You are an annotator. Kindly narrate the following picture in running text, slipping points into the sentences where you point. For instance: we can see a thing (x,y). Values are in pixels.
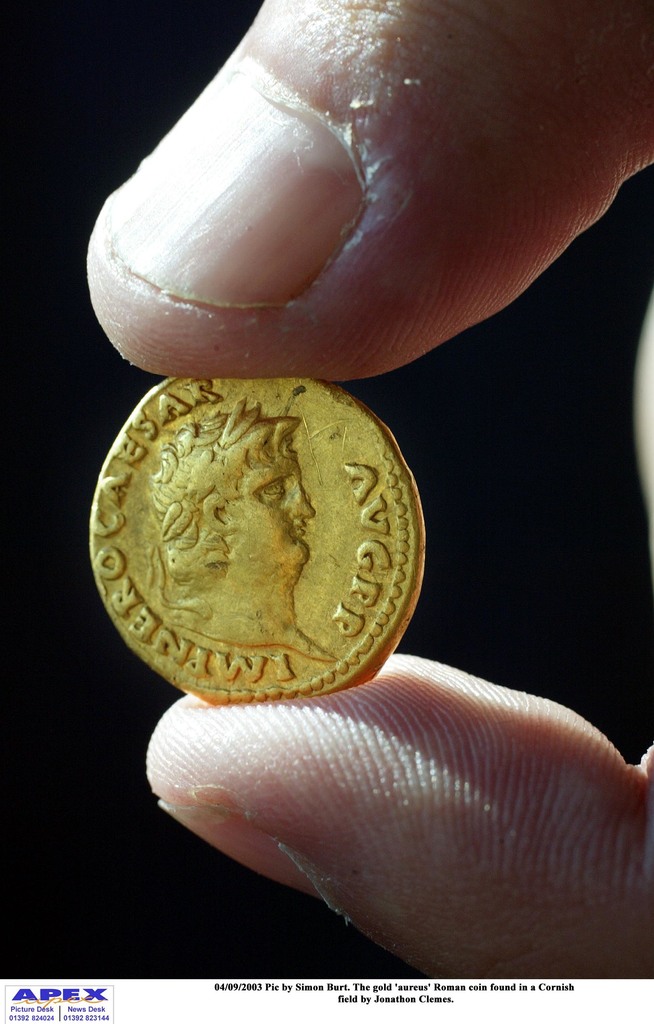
In this picture I can see the fingers (313,710) of a person (320,700) holding a coin (321,624).
